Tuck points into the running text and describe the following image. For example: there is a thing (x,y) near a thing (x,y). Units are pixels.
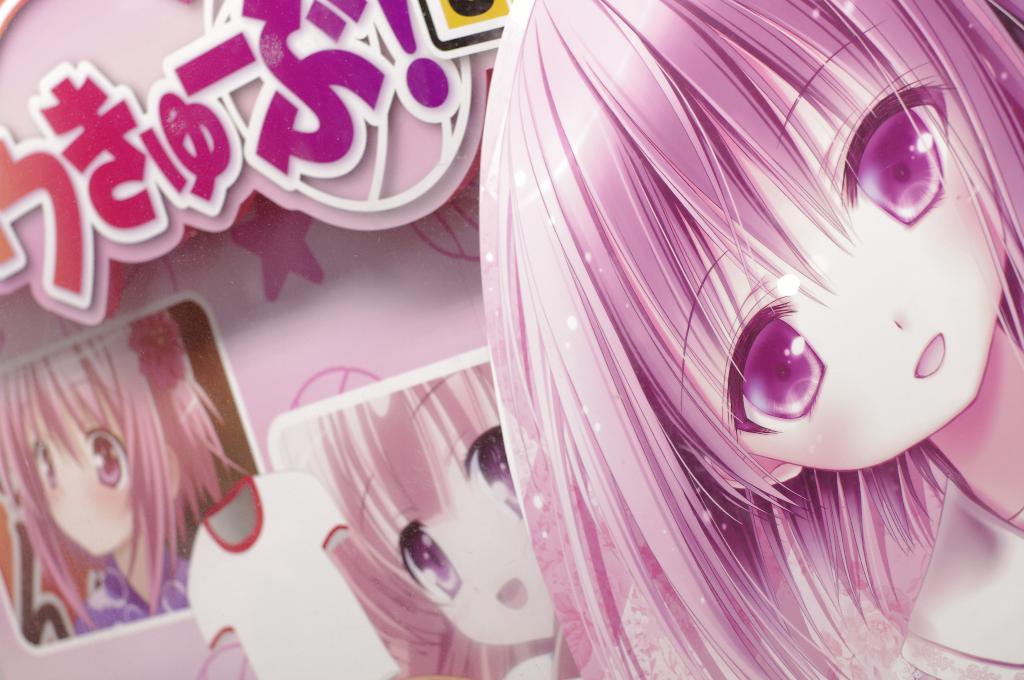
This is an animated picture. I can see a girl (533,411), there is a t-shirt (341,582), there are letters (329,117), and there are two photos (404,563) of a girl (157,570).
